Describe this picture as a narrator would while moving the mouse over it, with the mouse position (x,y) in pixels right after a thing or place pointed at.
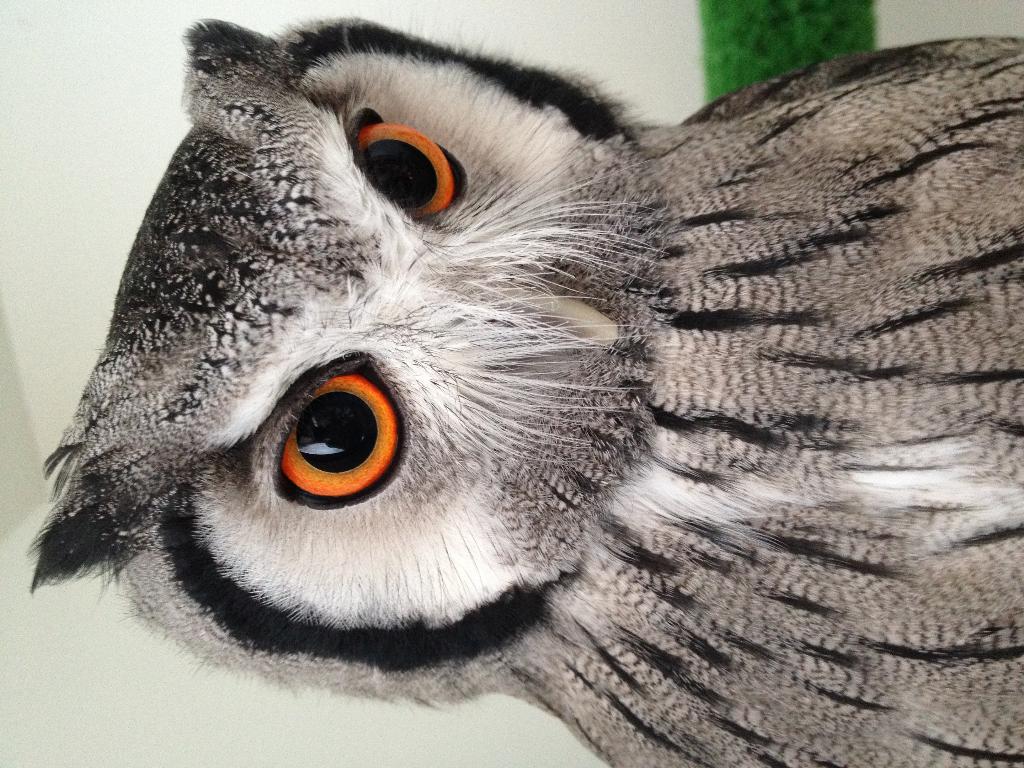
In this picture I see an owl (498,549) which is of white, grey and black in color and in the background (727,11) I see the green color thing (748,34) on the top of this image (748,34).
